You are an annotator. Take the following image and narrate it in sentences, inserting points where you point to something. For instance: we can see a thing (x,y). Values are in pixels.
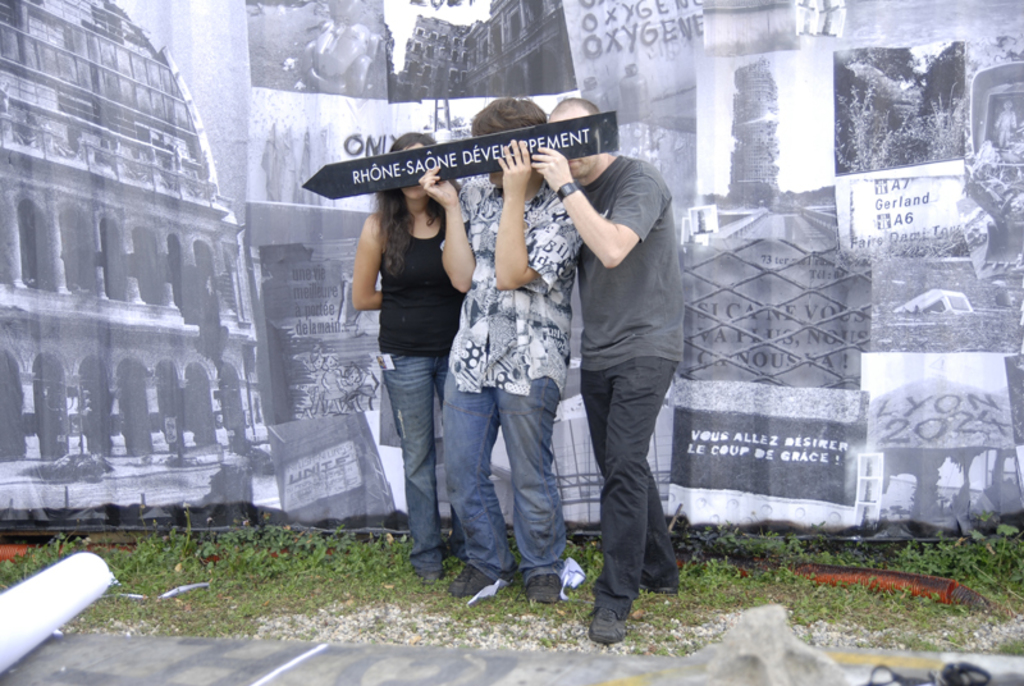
In this image we can see three people (512,293) standing on the ground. In that two are holding a signboard (357,186). We can also see some grass (238,570) and a wall (141,373).
